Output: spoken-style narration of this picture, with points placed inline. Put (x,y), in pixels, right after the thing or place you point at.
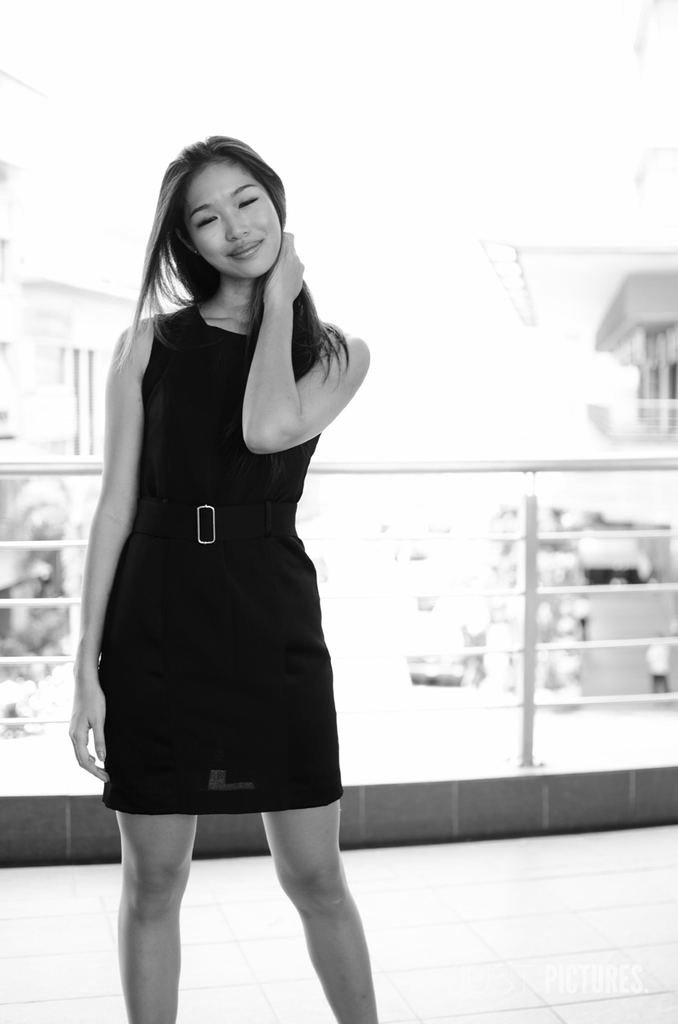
There is a woman (223,433) in a dress (186,459), smiling and standing on a floor (392,1003). In the background (440,810), there is a fence (430,466) and there are buildings (674,233). And the background (523,28) is white in color.
